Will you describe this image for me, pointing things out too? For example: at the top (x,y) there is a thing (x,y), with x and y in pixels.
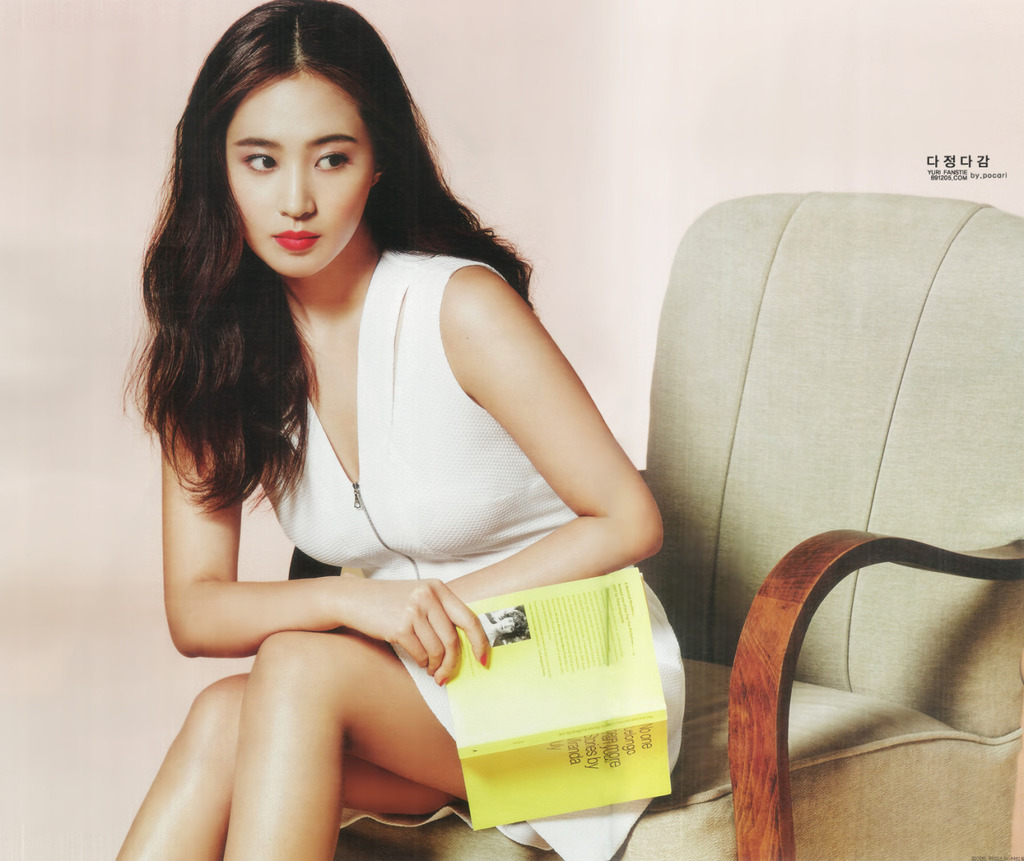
In this picture there is a woman (384,493) sitting on the chair (749,533). She is holding a book (532,647) in her hand (412,593).
